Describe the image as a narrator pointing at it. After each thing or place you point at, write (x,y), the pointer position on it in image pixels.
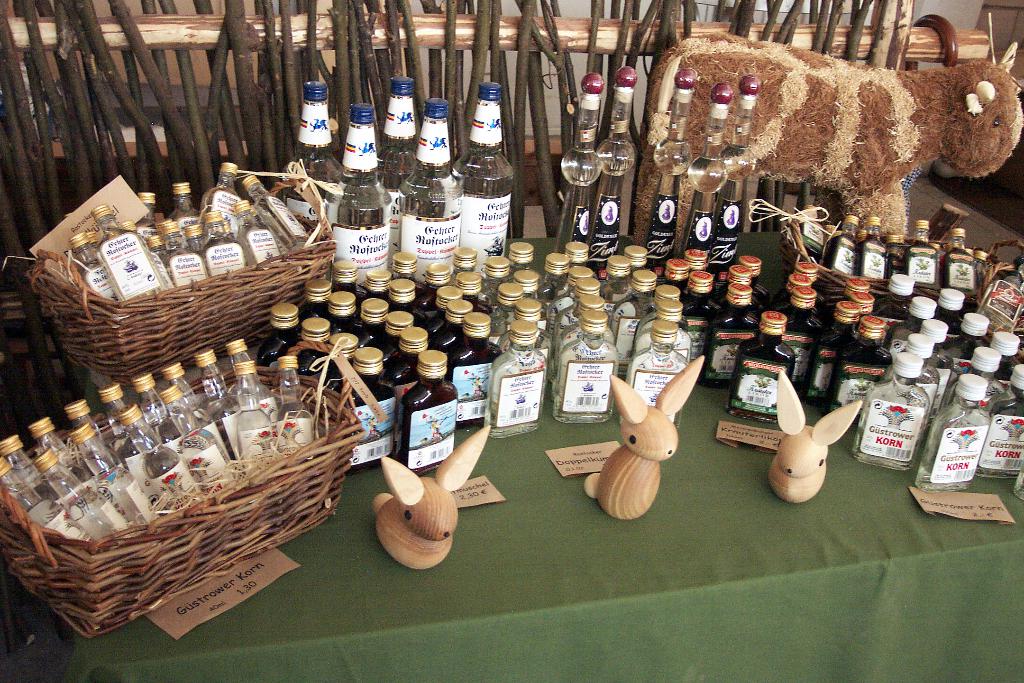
In this image we can see a group of bottles (635,351), toys (446,524) made of wood (438,537), some papers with text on them, a group of bottles (281,452) in the baskets (259,503) and a toy straw cow (813,169) which are placed on the table (344,509). On the backside (33,73) we can see a group of sticks (40,84) and a walking stick (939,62) to a wooden pole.
